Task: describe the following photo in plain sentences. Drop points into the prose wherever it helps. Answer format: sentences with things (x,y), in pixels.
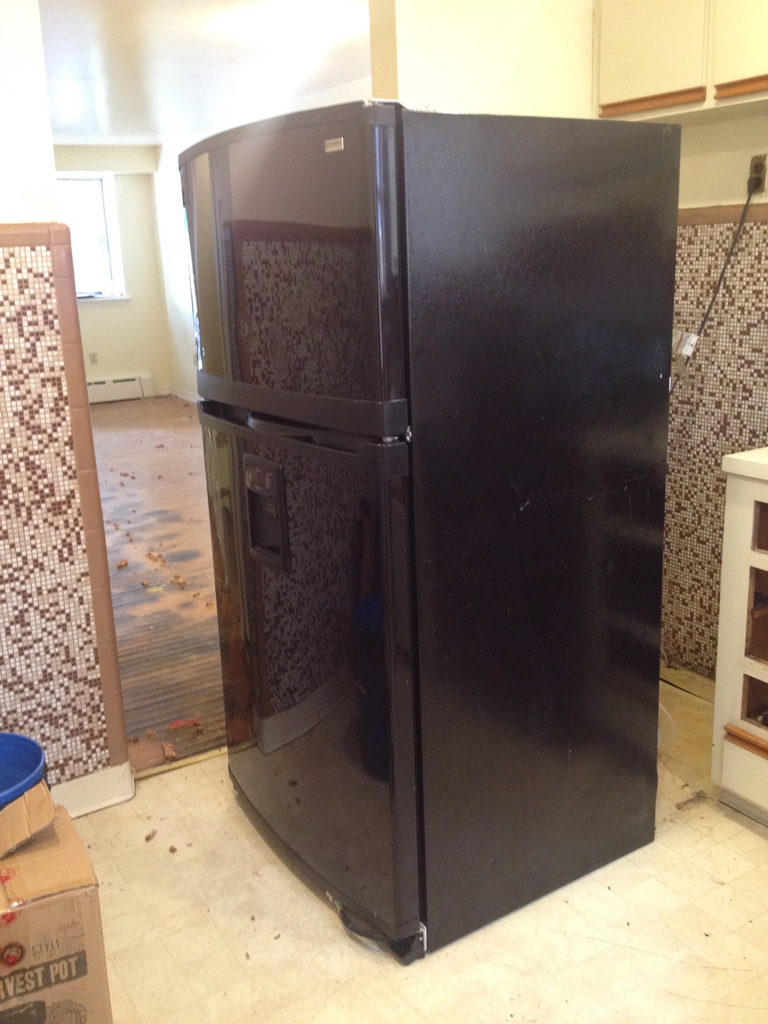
The picture is taken in a house (642,962). In the center of the picture (328,453) there is a refrigerator (321,702). On the left (42,865) there is a box (60,839). On the left (19,368) there is a wall (24,408). At the top (641,36) there is closet (625,39) and a wall (170,167). In the center of the background (103,209) there is a window (75,255) and a wall (107,310).
